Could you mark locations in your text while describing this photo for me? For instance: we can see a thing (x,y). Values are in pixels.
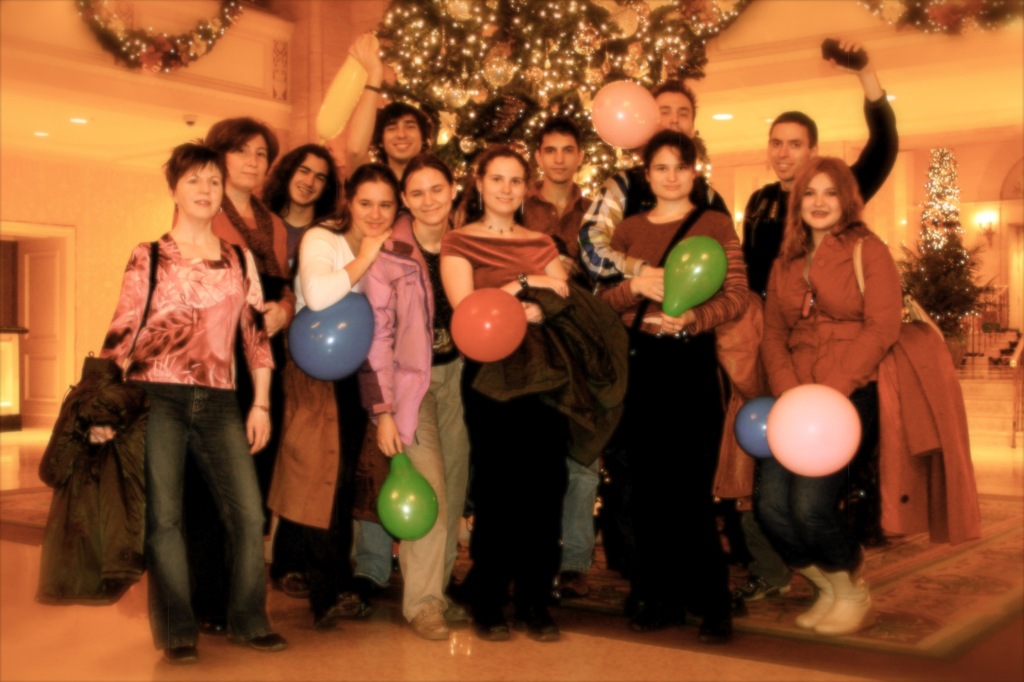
In this picture we can see group of people (535,313) and few people (428,243) holding balloons (509,306), behind them we can see trees (537,58) and lights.
